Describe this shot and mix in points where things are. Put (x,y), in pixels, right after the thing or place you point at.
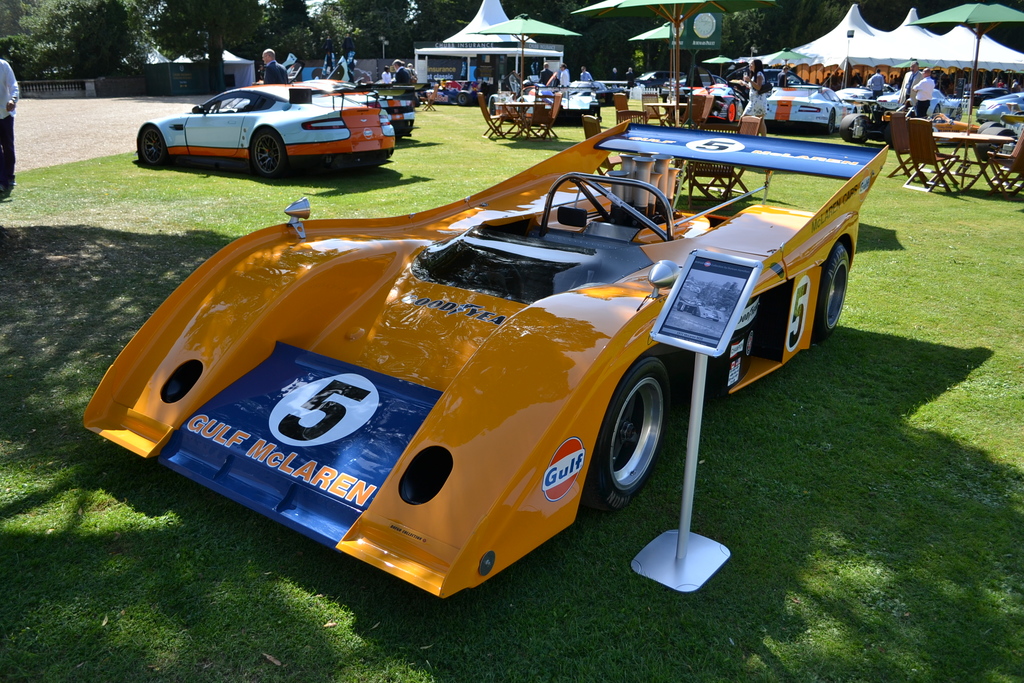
In this image we can see the vehicles (354,232) parked in the grass (194,169). We can also see a board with a stand (676,568). In the background (523,42) we can see the umbrellas (530,23) for shelter. We can also see the tables (972,134) with the chairs (915,156). We can see the people (760,76), trees (399,49), barrier (74,88), banner (434,77) and also the path (103,121).
